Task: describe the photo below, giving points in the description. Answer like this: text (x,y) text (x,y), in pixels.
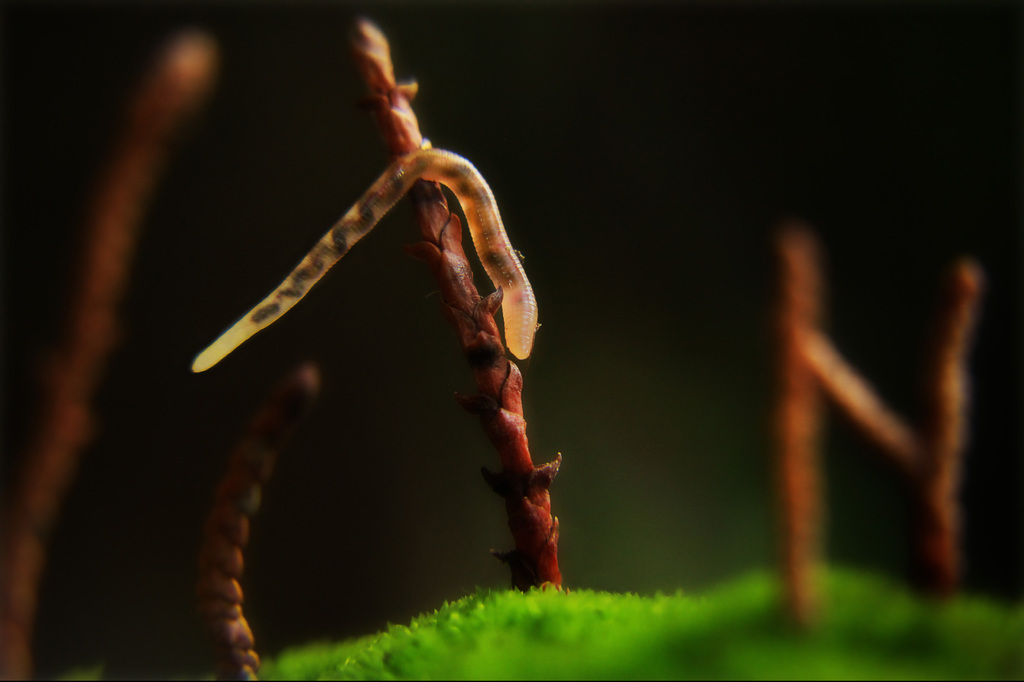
Above this grass (540,600) there are stems (498,452). On this stem (451,254) there is a worm (438,164).
